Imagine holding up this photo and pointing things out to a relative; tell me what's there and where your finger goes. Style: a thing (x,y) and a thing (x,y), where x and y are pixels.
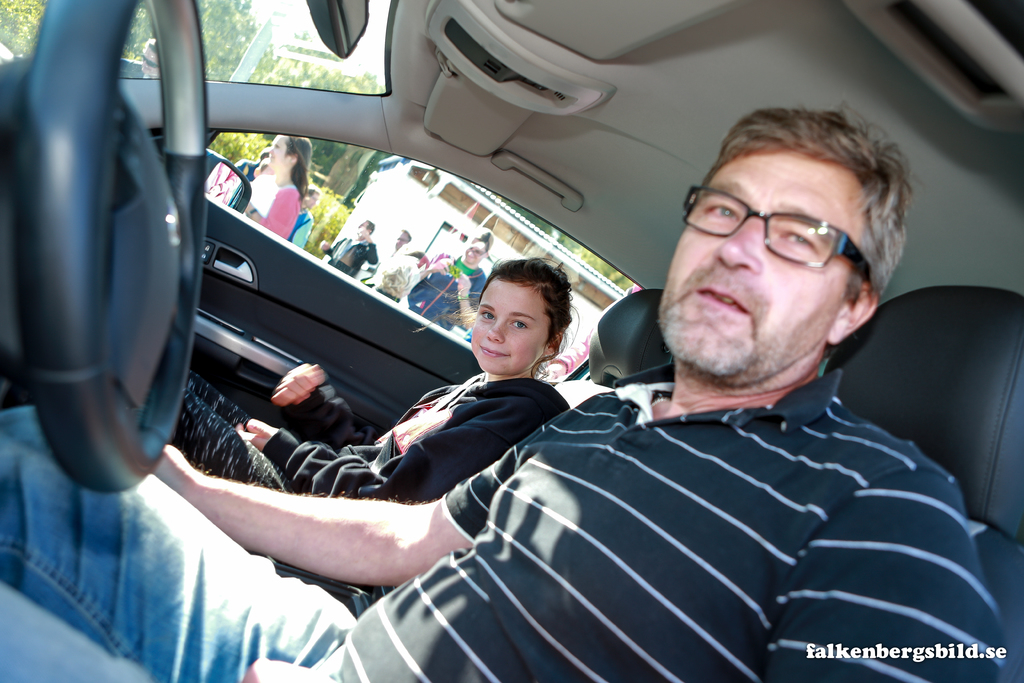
A man (543,531) and a girl (408,447) are sitting in a car (163,298) and posing at a camera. There are some people (266,200) at a distance behind them.
